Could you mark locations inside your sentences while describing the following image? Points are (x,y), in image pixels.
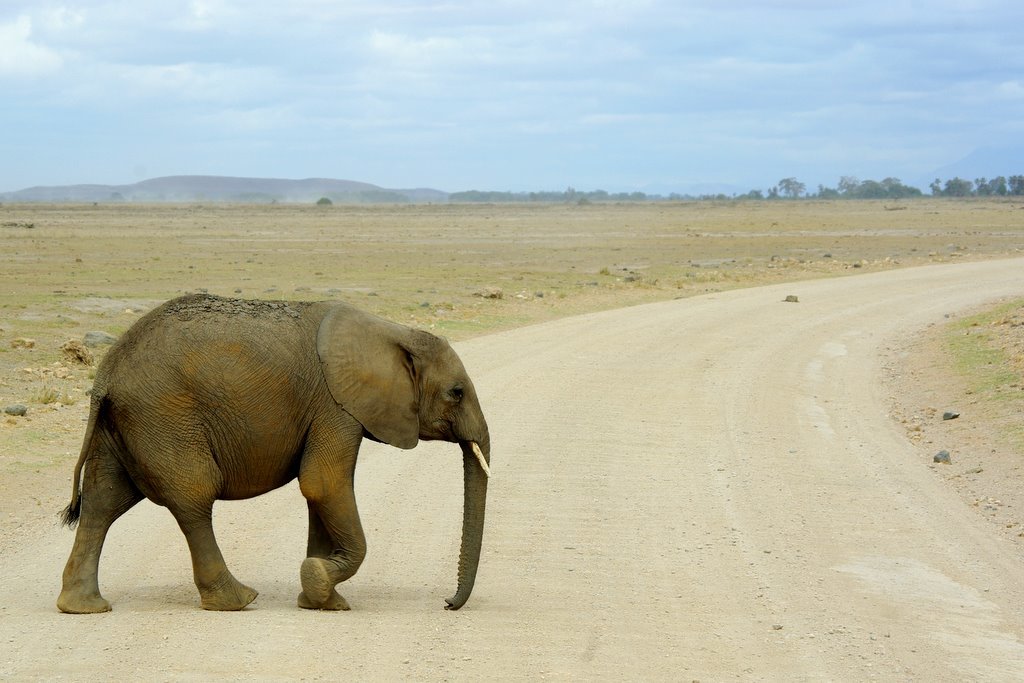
In this image there is an elephant (289,435) walking on the road surface (421,470), in the background of the image (188,179) there are mountains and trees (853,191).
